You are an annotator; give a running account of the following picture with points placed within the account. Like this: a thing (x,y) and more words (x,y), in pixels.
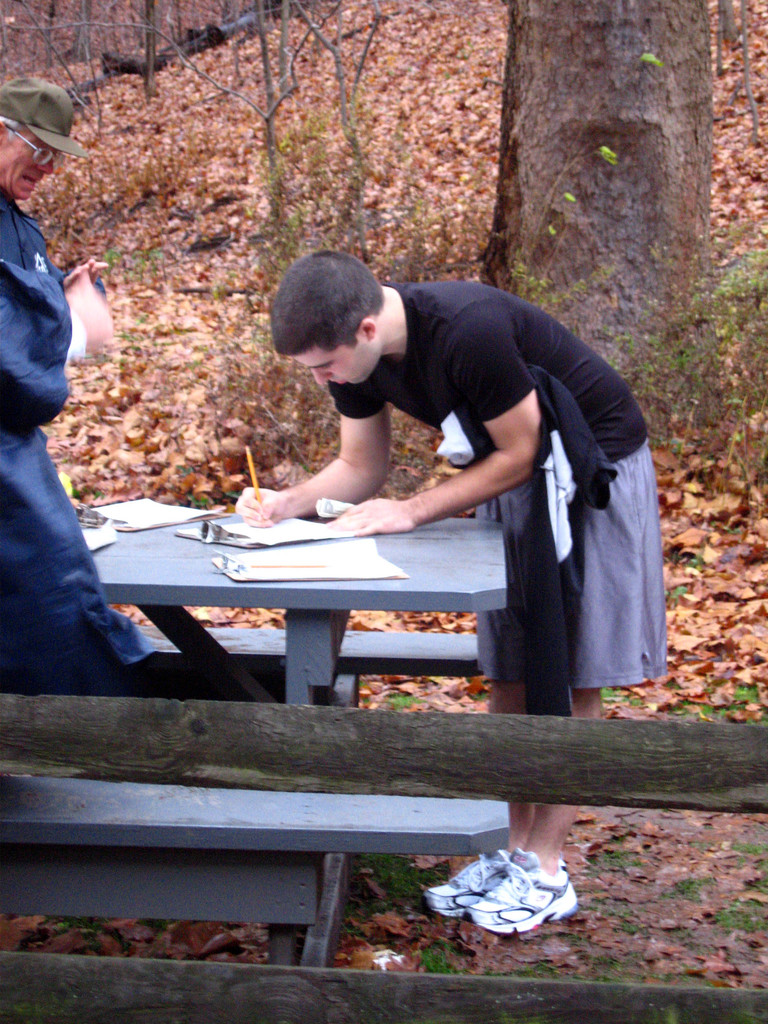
It's an outdoor place where one person (381,504) is writing something on the paper (281,532) on the table (155,569). One person (45,403) is standing he is wearing a cap (48,138) and glasses (36,153), the person (512,882) is wearing shoes (496,896) behind them so many leaves (701,624) are present on the ground (689,650).
